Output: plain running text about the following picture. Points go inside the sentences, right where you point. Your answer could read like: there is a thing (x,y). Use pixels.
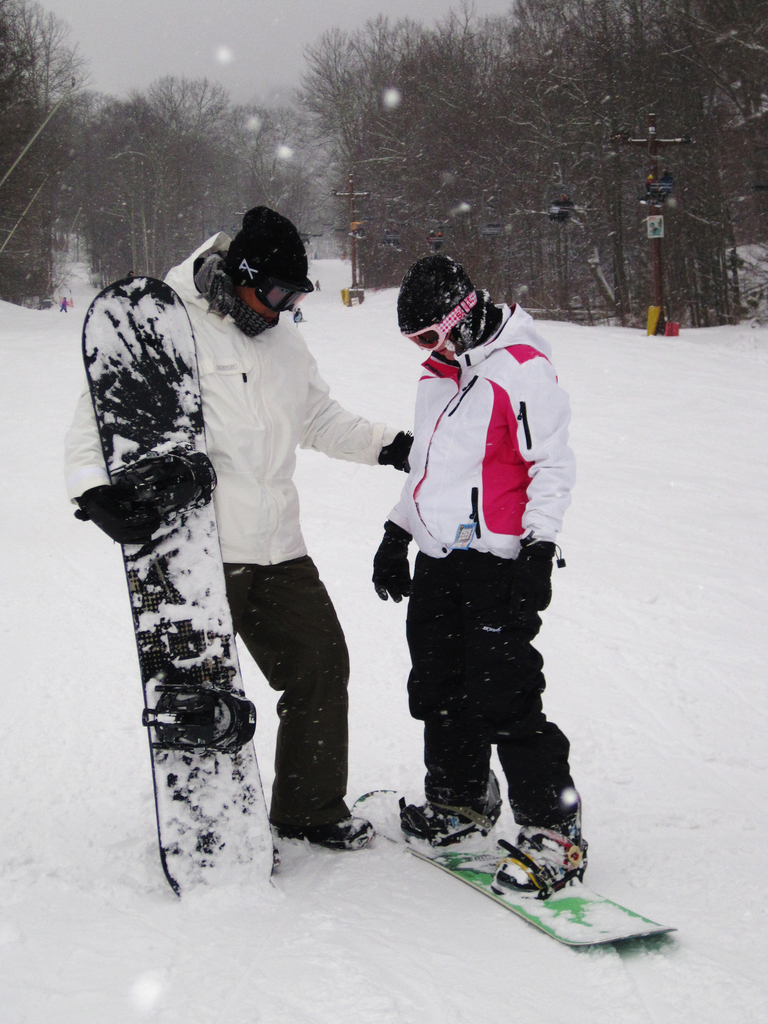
In front of the picture, we see two men (266,509) who are wearing the white jackets (489,493) are standing. The man (335,683) on the left side (88,367) is holding a snowboard (165,555) in his hands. I think they are snowboarding. At the bottom of the picture (366,924), we see ice (361,923). There are electric pole (652,177) and trees (293,185) in the background (288,176).
